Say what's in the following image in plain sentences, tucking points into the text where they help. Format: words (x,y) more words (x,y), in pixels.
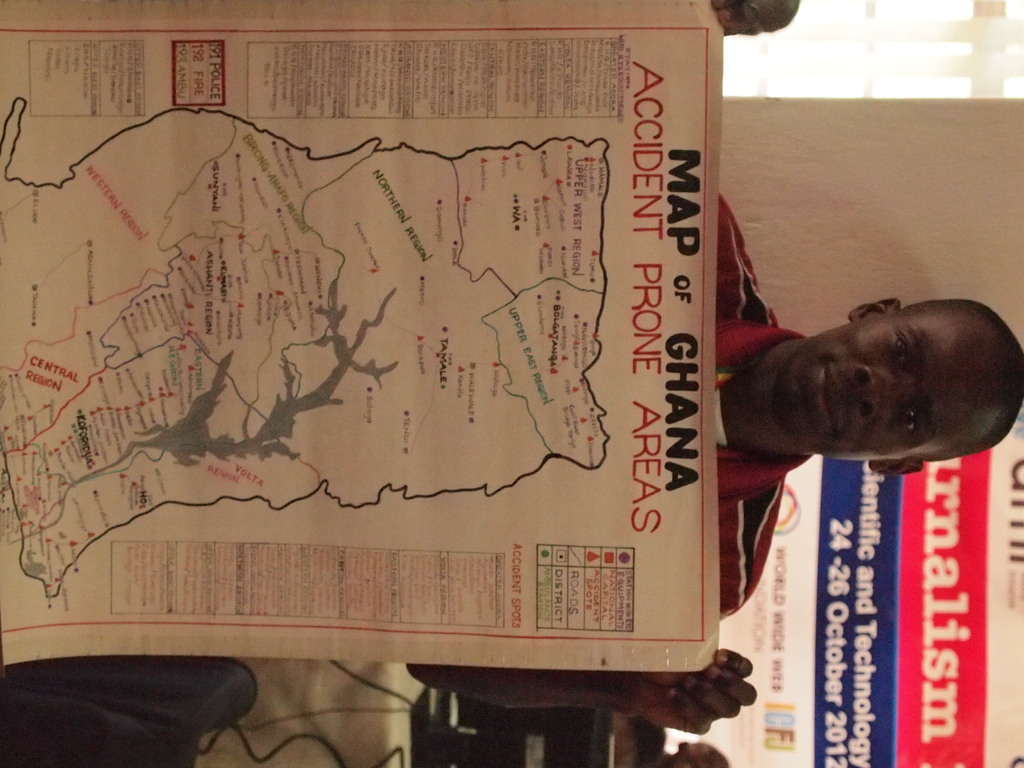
In this image there is one person (774,413) standing and holding a map (433,281) as we can see in middle of this image (570,366) and there is a wall (861,174) on the right side of this image (894,266) and there is a chair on the bottom of this image (508,735).
